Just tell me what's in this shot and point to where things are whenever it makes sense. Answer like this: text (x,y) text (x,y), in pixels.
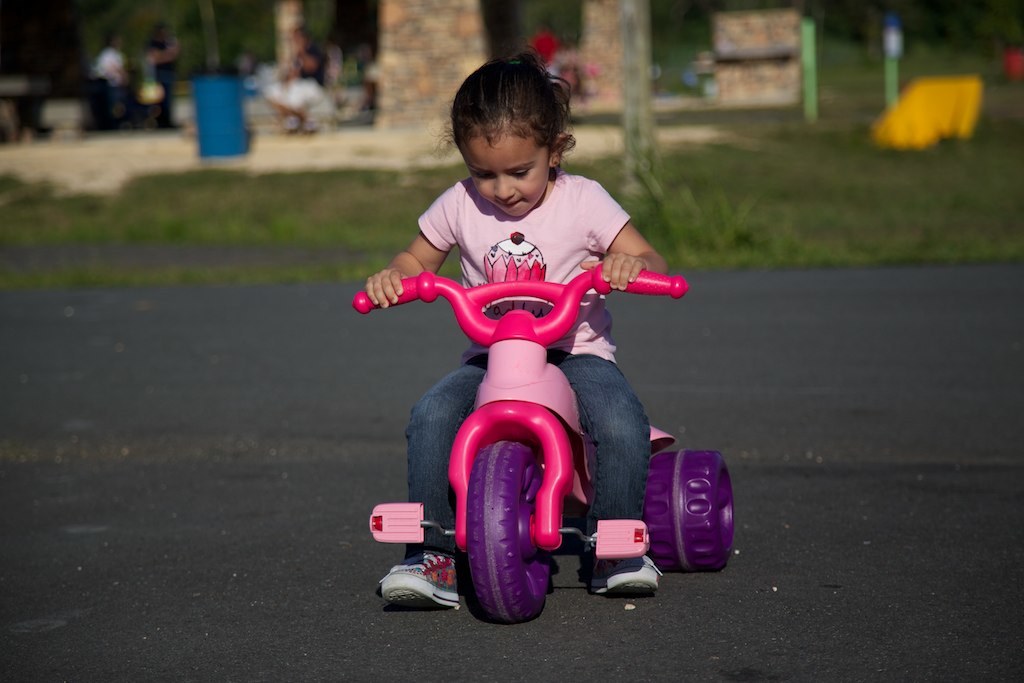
In this picture i could see a small girl (583,383) riding a bike (525,394) on the road (261,480) in the background (290,82) i could see the person (286,70) standing and sitting and blue colored drum (230,122) and green grass (889,165) around.
